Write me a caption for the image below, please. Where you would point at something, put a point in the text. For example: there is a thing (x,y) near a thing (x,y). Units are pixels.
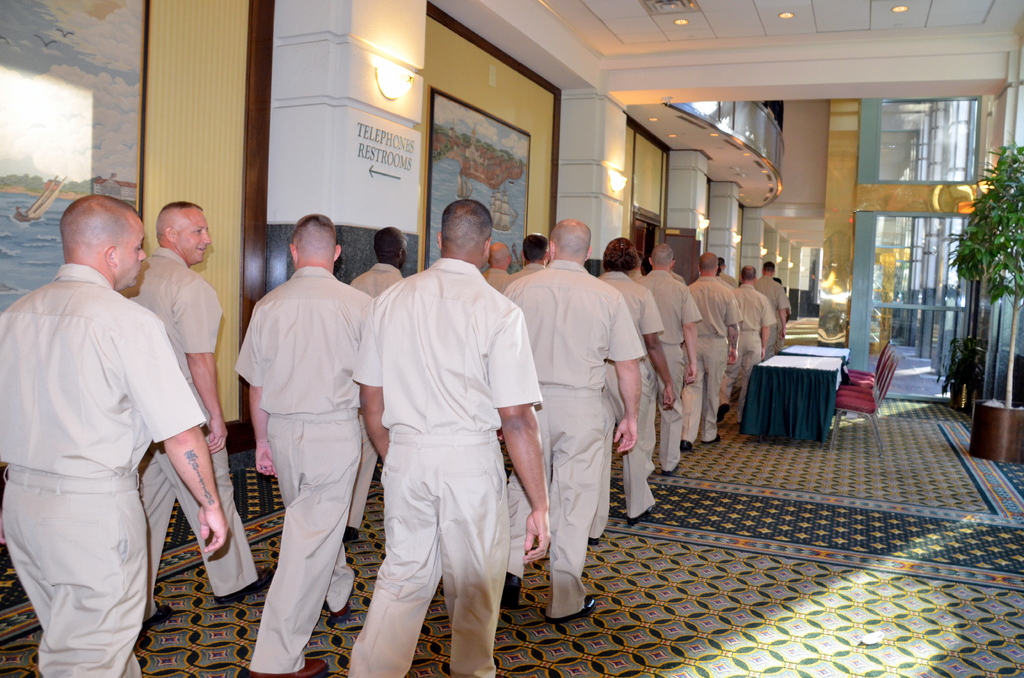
In this picture we can see an inside view of a building (843,232) and a group of men (514,474) are walking on the floor (818,646). In the background (778,413) we can see tables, chairs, house plants (952,376), lights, railing (756,124) and frames (486,199) on the walls (684,200).
